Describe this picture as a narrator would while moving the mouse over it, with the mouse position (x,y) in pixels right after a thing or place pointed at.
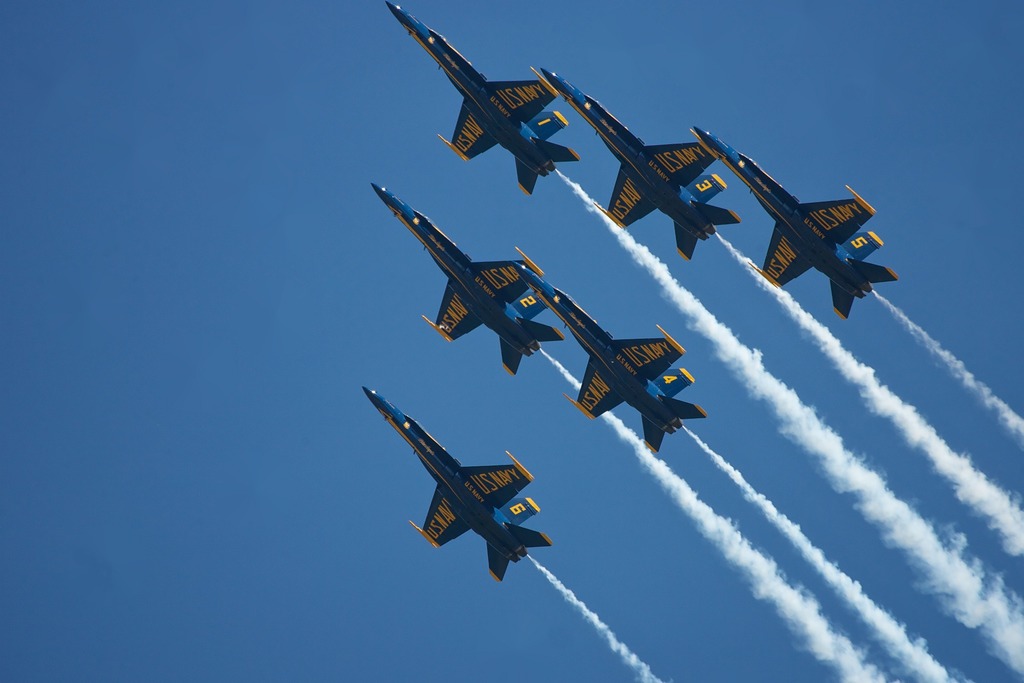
In this image we can see many aircrafts (667,200). There is some text (702,191) on the aircrafts (598,347). There is a smoke (879,485) in the air (822,529). We can see the sky (831,97) in the image.
